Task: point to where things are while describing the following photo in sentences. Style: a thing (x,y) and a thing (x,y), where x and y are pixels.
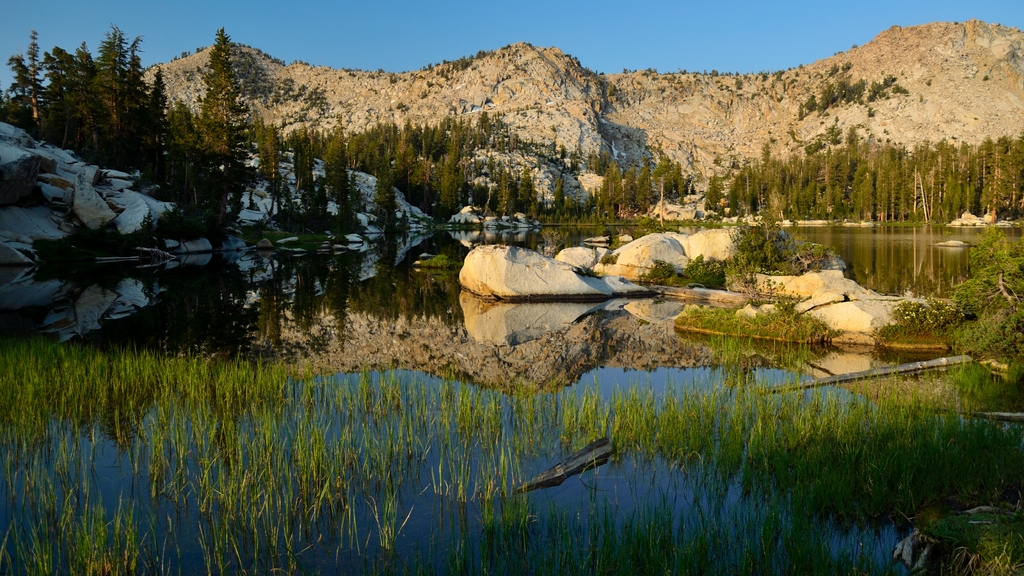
There is grass (779,436) in the water (343,418). In background (513,277), there are rocks (581,249) in the water (454,285), near plants (990,298). There are trees (952,176) on the hill (546,60) and there is blue sky (109,21).
